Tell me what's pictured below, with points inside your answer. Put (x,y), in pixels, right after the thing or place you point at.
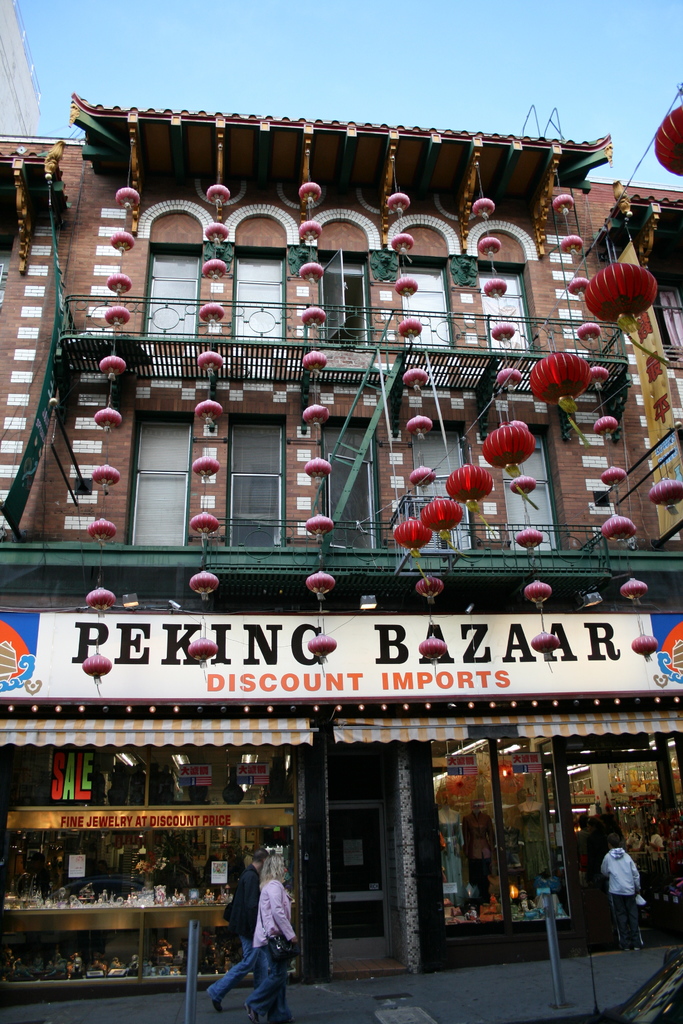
In this picture we can see a building (197,385) with windows (254,489), glass doors (358,806) and a name board (33,660). In front of the building (247,748), there are people (254,928) and lanterns (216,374). At the top of the image (346,101), there is the sky (197,26). Inside the building (265,831), there are some objects (457,818).
